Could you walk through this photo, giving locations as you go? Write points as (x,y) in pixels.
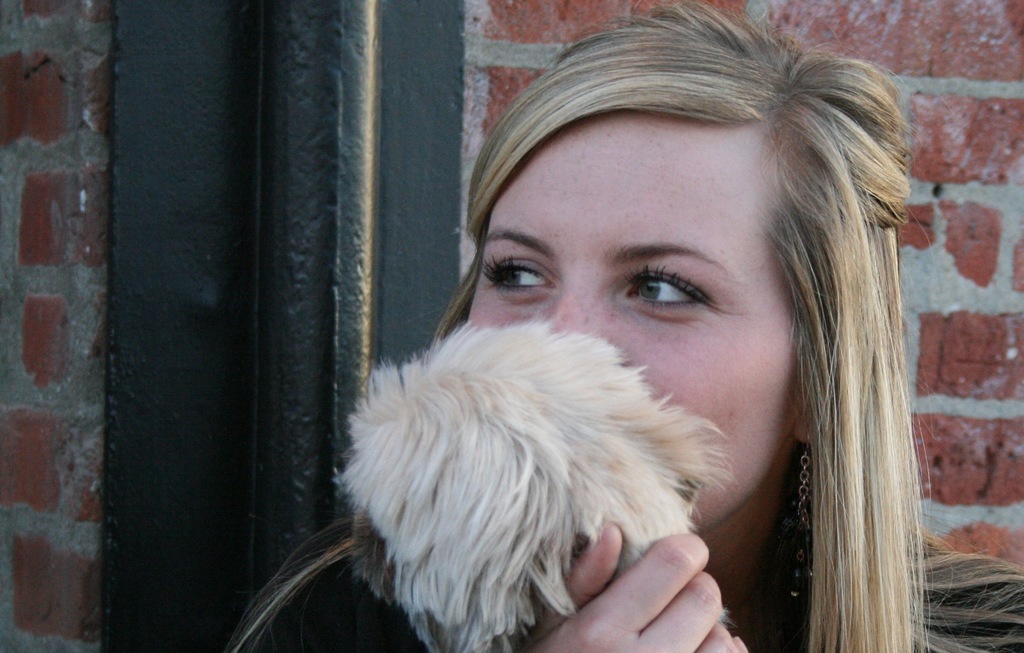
A woman (650,84) is posing to camera.
